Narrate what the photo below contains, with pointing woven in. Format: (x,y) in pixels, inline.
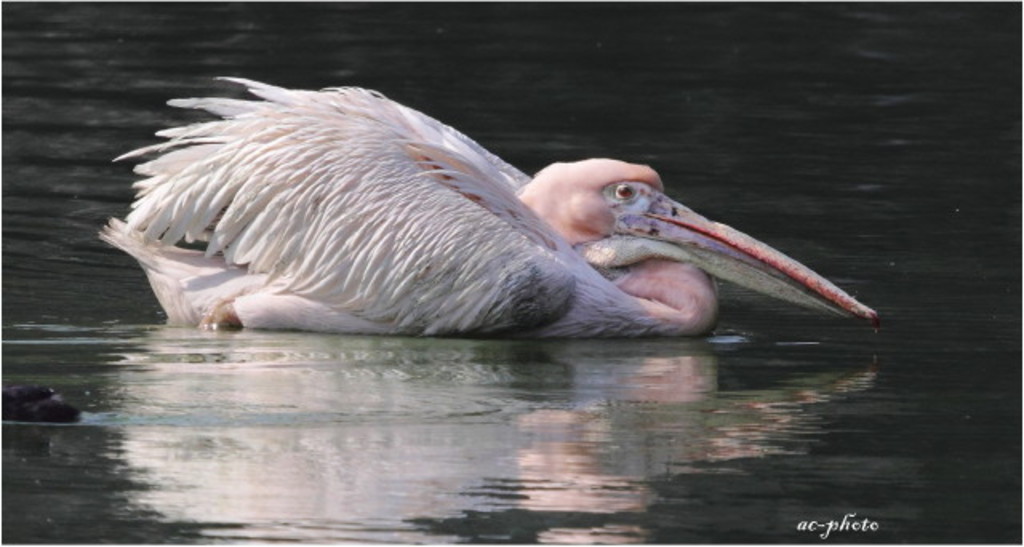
This image is taken outdoors. At the bottom of the image (483,445) there is a pond (483,445) with water (416,372). In the middle of the image (375,234) there is a pelican (323,268) in the pond (740,307).
